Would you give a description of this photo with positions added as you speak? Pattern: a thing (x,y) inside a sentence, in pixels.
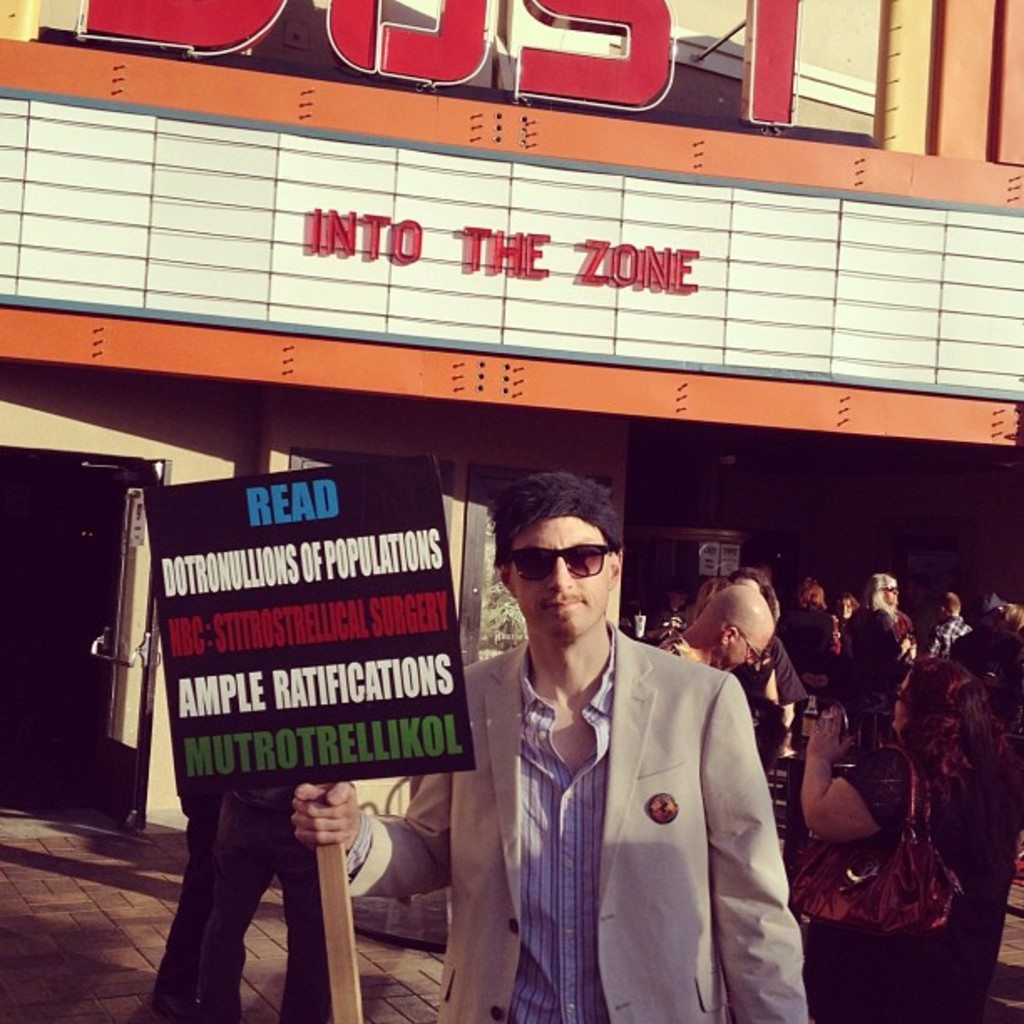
There is a man (594,859) standing and holding a board (214,639) with stick (354,980) and wore glasses (599,552), behind this man (723,720) we can see people (1001,819). In the background (704,96) we can see wall (468,425) and window (468,532).
